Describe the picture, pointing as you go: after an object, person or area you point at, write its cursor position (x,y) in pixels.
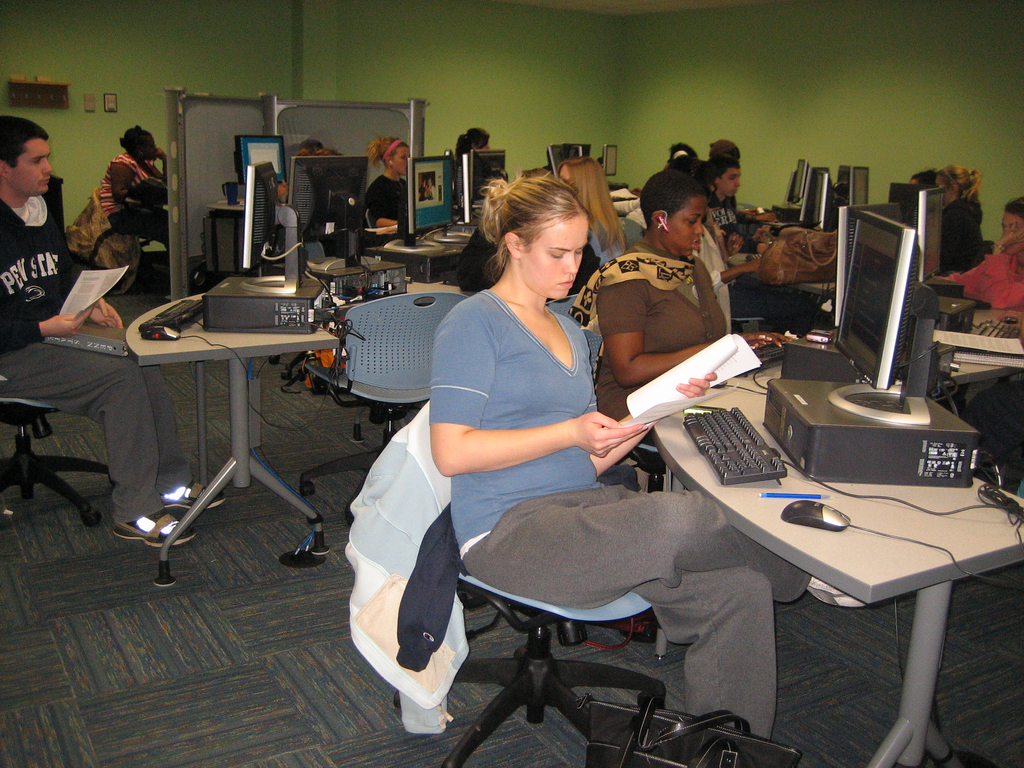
In this image I can see the group of people (526,306) sitting In front of the system (786,355). Among them two people (496,356) are holding the paper (654,390).
